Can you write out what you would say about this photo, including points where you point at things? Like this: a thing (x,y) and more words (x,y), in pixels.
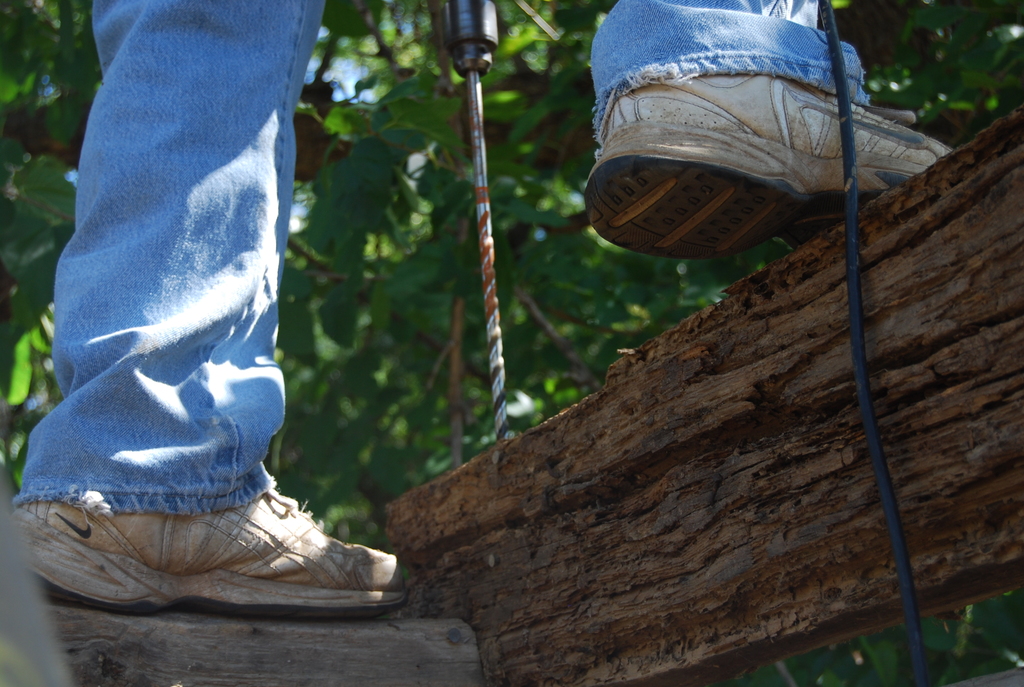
In the center of the image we can see person's legs (160,384). On the right (895,509) there is a wire (856,324). In the center (490,274) we can see a driller (471,40). In the background (507,327) there are trees (522,328).
